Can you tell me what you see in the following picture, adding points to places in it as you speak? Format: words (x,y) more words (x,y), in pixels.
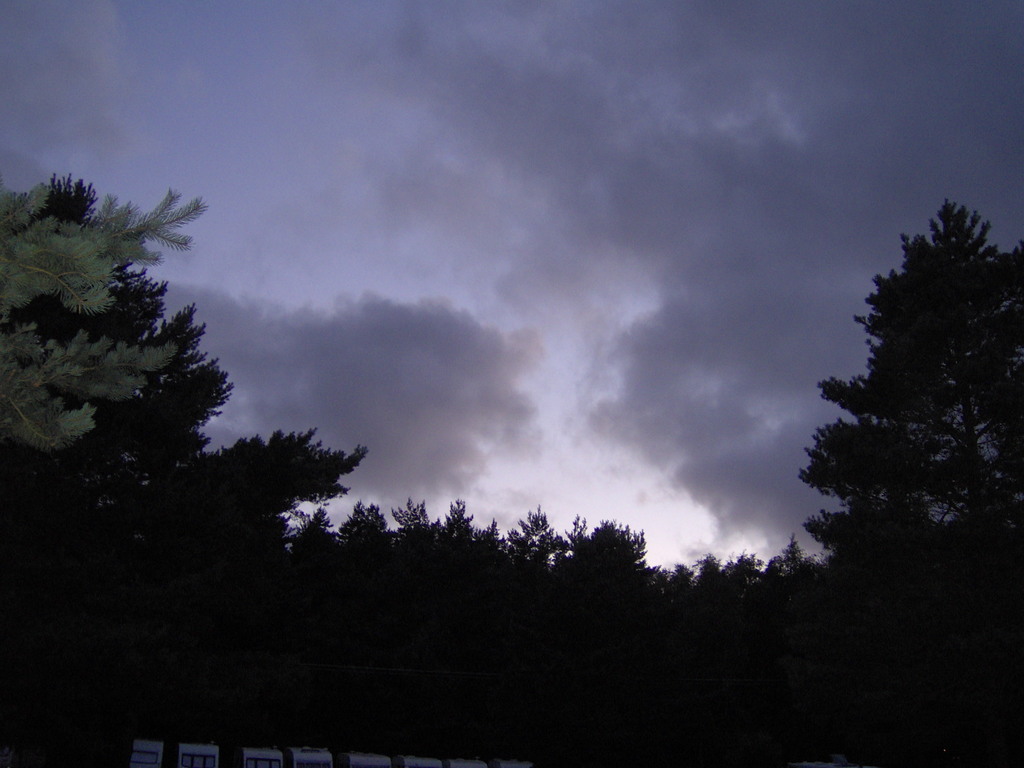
In this image there is the sky (460,304) towards the top of the image (511,165), there are clouds (526,311) in the sky (527,323), there are trees (623,625), there are group of objects (198,750) towards the bottom of the image (186,757).
